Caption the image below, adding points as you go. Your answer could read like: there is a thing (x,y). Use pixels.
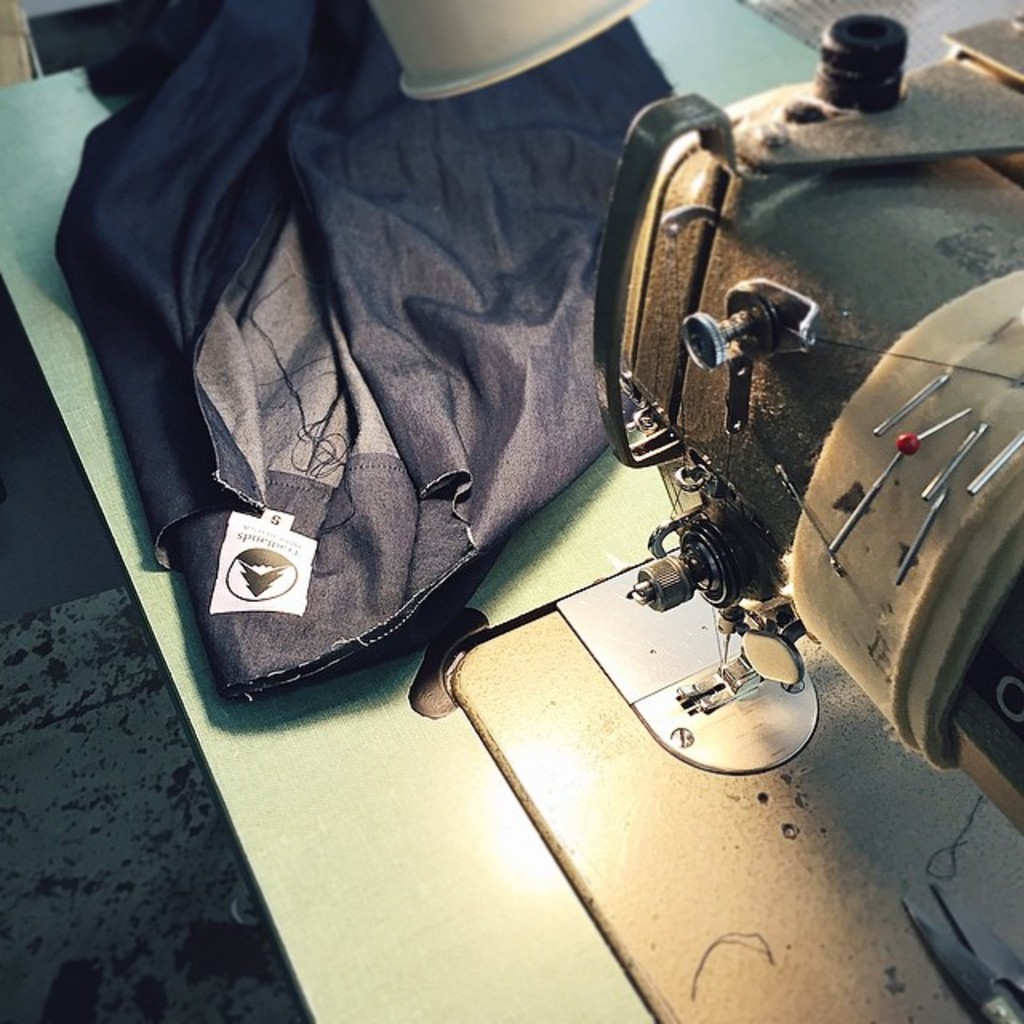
In this image I can see a sewing machine (828,410) which is black and cream in color on the green colored board (467,829). I can see a dark blue colored cloth (424,348) on the board (372,896).
